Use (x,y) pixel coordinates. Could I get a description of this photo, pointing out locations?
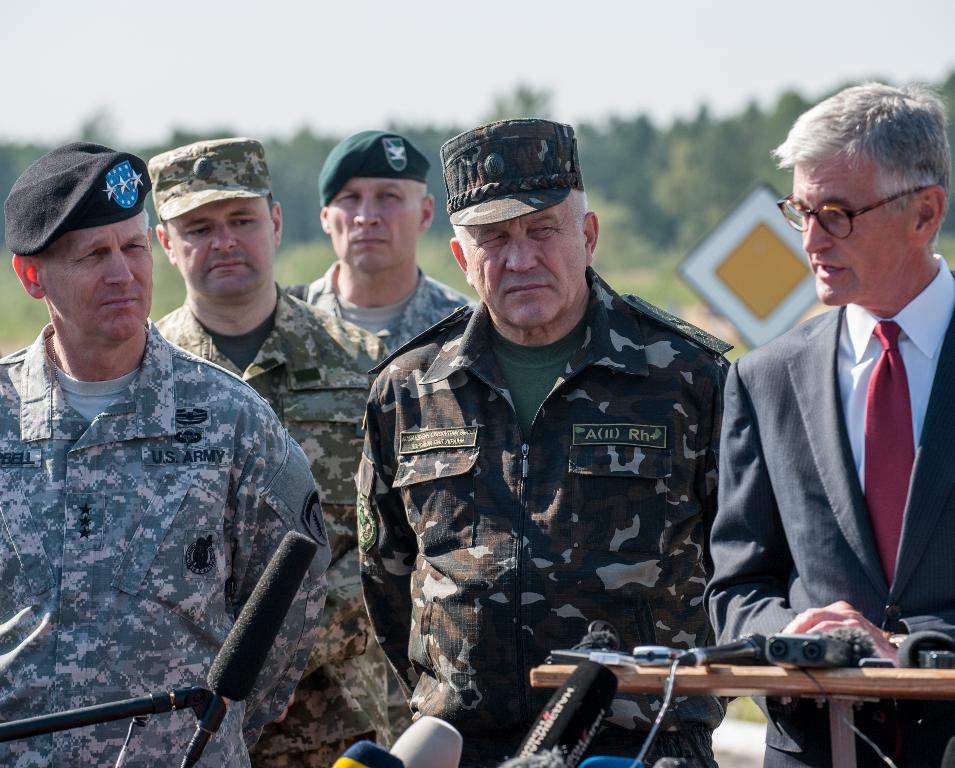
In this image, we can see people (576,338) wearing clothes (216,399). There are mics (676,760) at the bottom of the image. There is a board (769,277) on the right side of the image (805,281). There is a table (867,668) in the bottom right of the image (838,673). In the background (719,39), image is blurred. At the top of the image (573,11), we can see the sky (605,18).
